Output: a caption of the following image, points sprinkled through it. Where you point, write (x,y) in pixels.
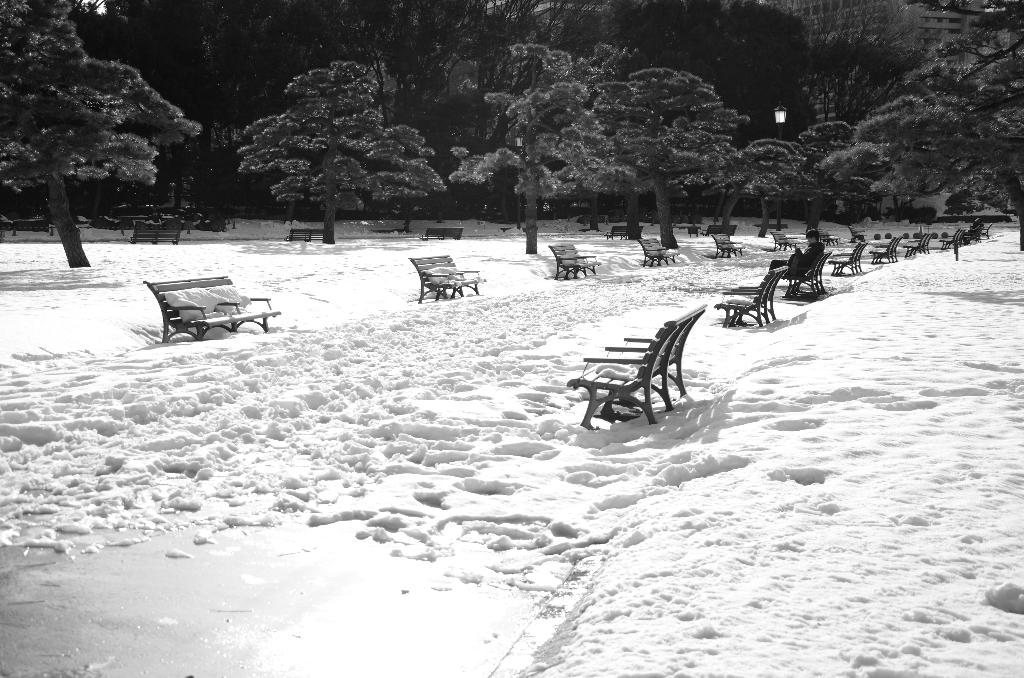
This is a black and white picture. Here we can see trees (950,199), benches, and a light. This is snow (946,475). In the background (937,31) we can see a building (950,27).
